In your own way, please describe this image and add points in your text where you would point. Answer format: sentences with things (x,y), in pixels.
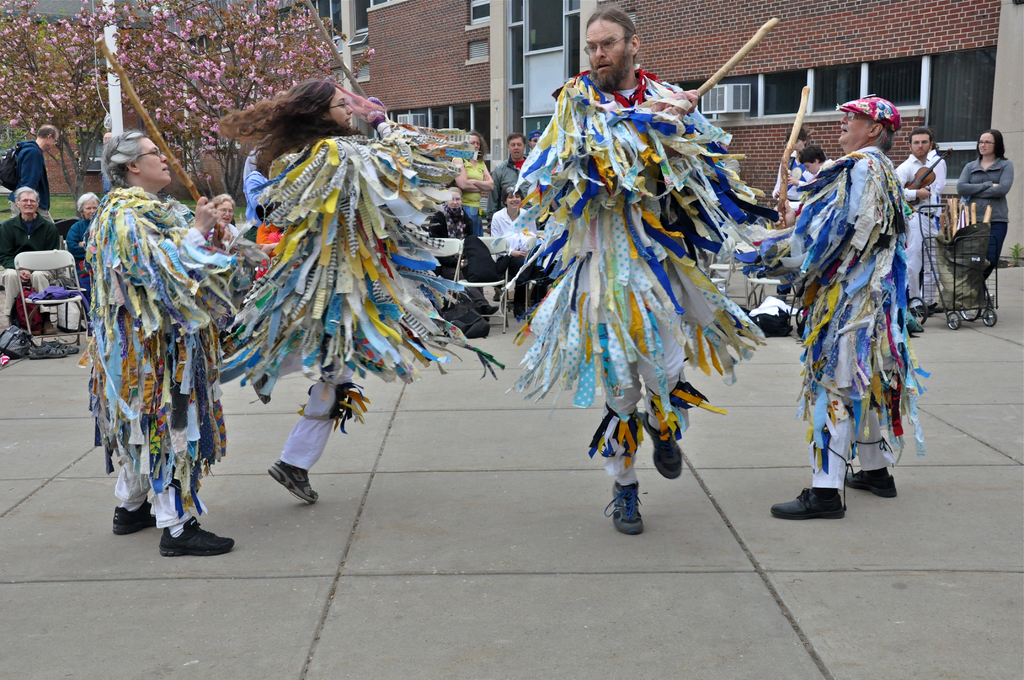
In this image there are a few people (468,348) in different costumes (807,273) are dancing by holding a wooden sticks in their hands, behind them there are a few spectators (15,239) and there are a few objects (973,283). In the background (217,52) there are trees (291,53) and buildings (446,56).
